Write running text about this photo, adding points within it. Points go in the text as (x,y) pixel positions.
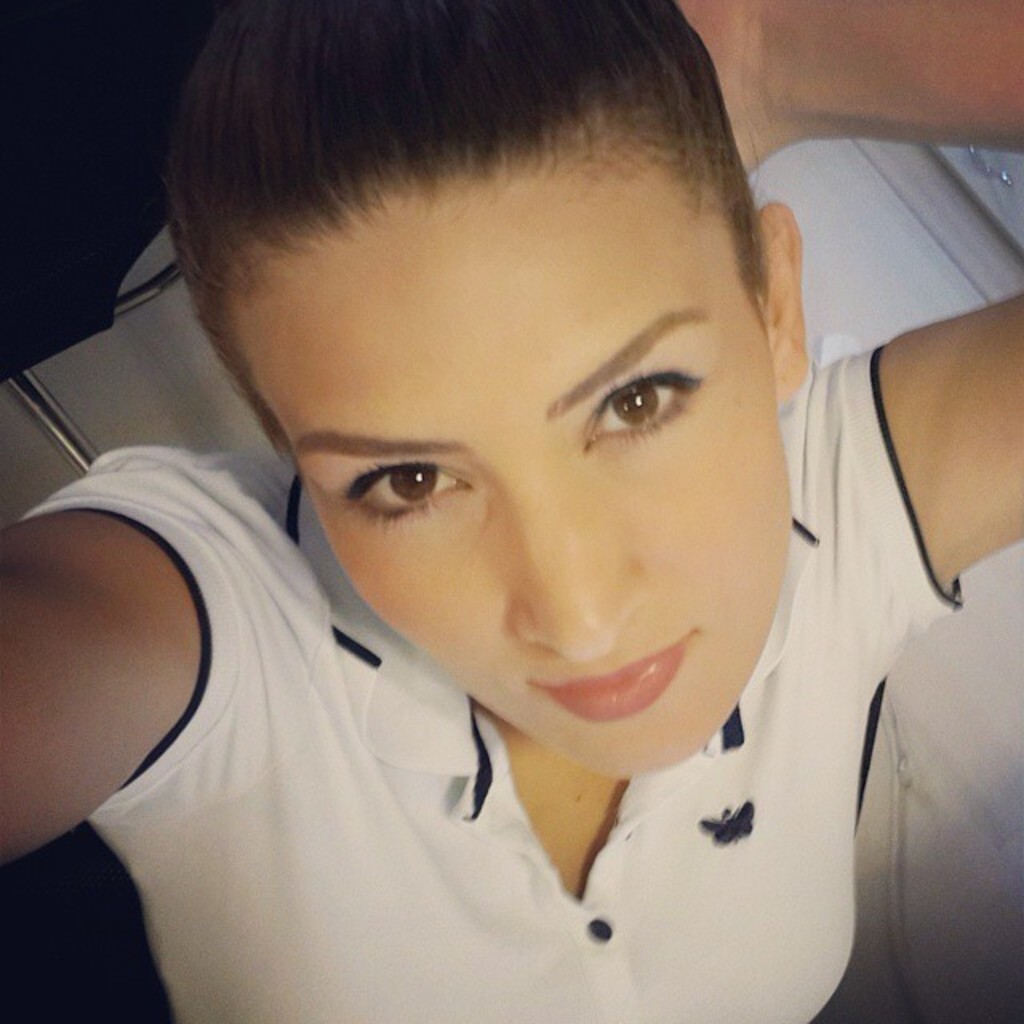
In this image there is a girl (369,802) in white t-shirt (769,928) is taking her selfie, beside her there are some objects (936,239).
